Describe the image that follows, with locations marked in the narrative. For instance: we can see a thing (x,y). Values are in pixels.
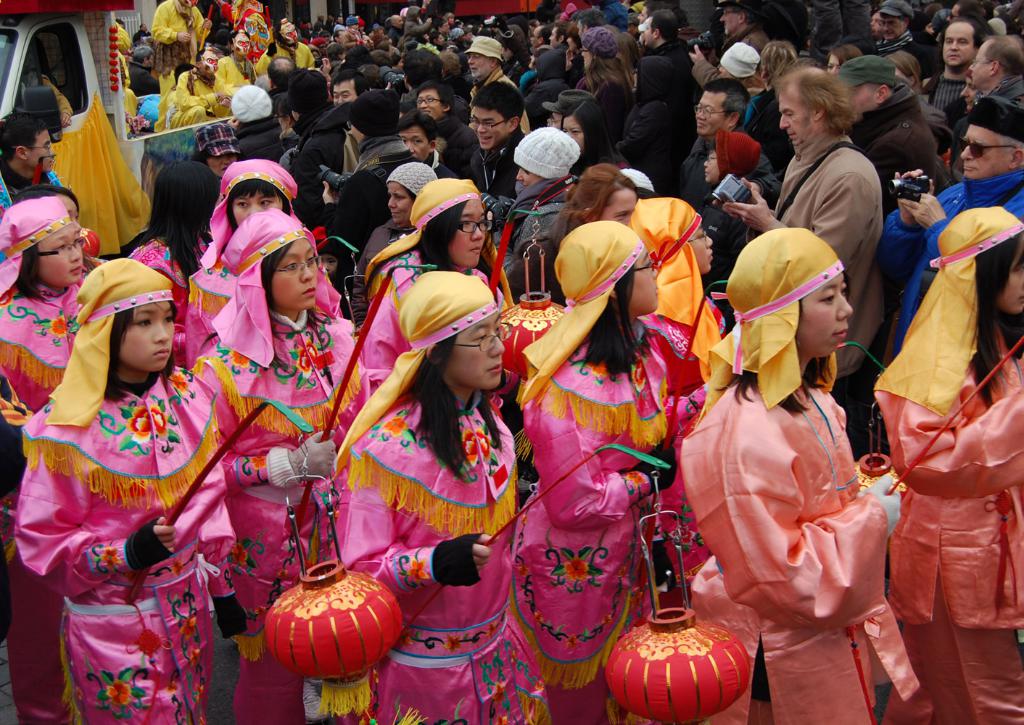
There are groups of people (467,322) standing. I can see few people (497,424) holding lanterns (378,645), which are red in color and few people (741,207) are holding cameras (900,192). This is the truck (77,57). I can see a yellow colored cloth (113,159) hanging. There are few people (234,67) sitting in the truck (162,121) with yellow dresses (195,96).
